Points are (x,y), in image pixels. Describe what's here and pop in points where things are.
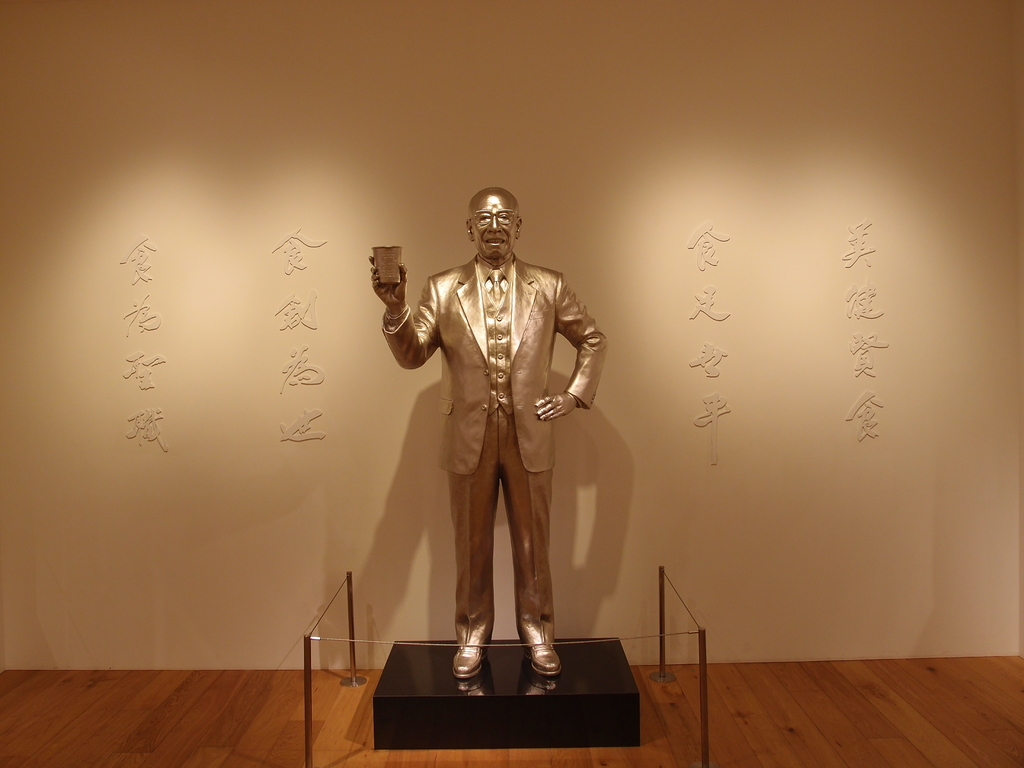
In this image we can see a statue (573,391). Beside the statue (472,639), we can see a barrier (347,639). In the background (432,380), we can see a wall (350,342). On the wall (989,277) we can see some text (863,378). At the bottom (942,693) we can see the floor (214,742).
